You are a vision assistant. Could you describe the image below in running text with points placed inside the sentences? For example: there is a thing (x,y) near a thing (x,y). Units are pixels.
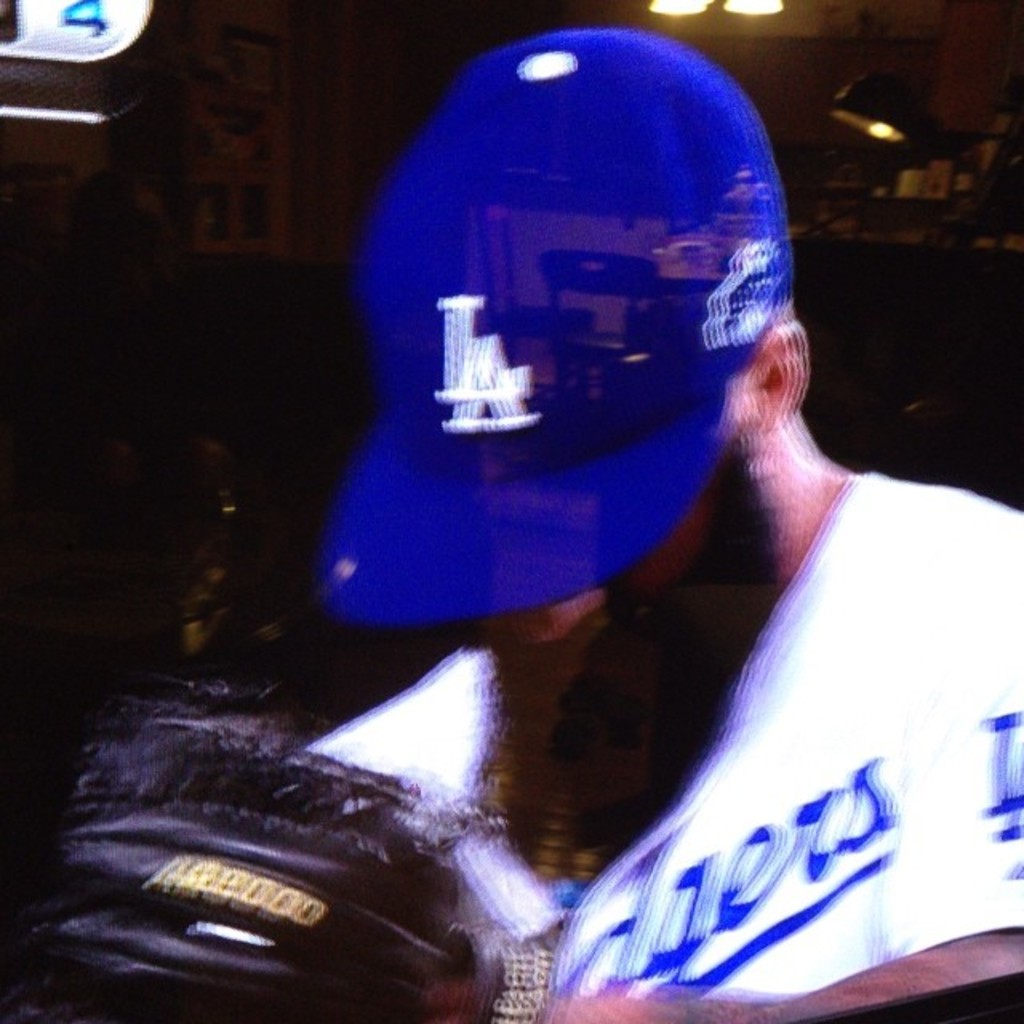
In this image I can see a man (733,732), he wears a blue color cap (697,373) and a white color t-shirt (845,785). At the top (684,15) there are lights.
